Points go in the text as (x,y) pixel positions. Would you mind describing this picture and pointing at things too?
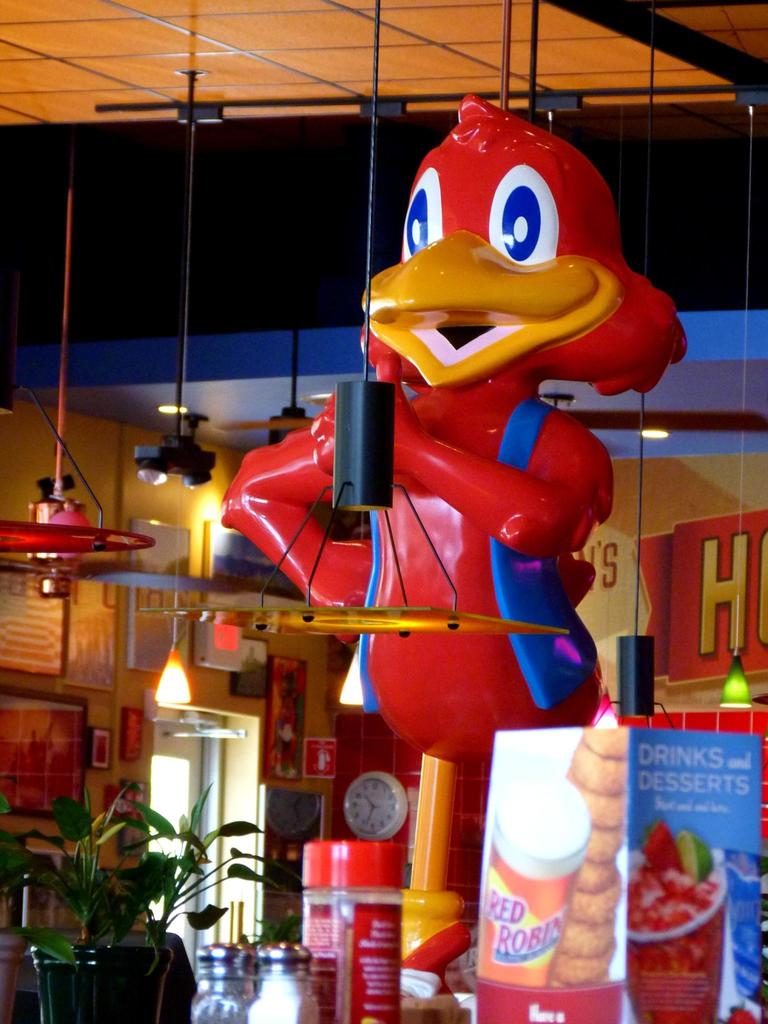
There is a toy (398,434). At the bottom (83,957) there is a pot (83,957) with plant (109,933), bottles (291,954), poster (661,933) with something (501,914) written on that and many other items (312,952). There are lights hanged on the ceiling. In the back (200,576) there is a wall (367,768). On the wall (367,743) there is a clock (374,798), mirror (291,827), photo frames (276,705) and many other items (234,683). Also there is a window (173,778).
